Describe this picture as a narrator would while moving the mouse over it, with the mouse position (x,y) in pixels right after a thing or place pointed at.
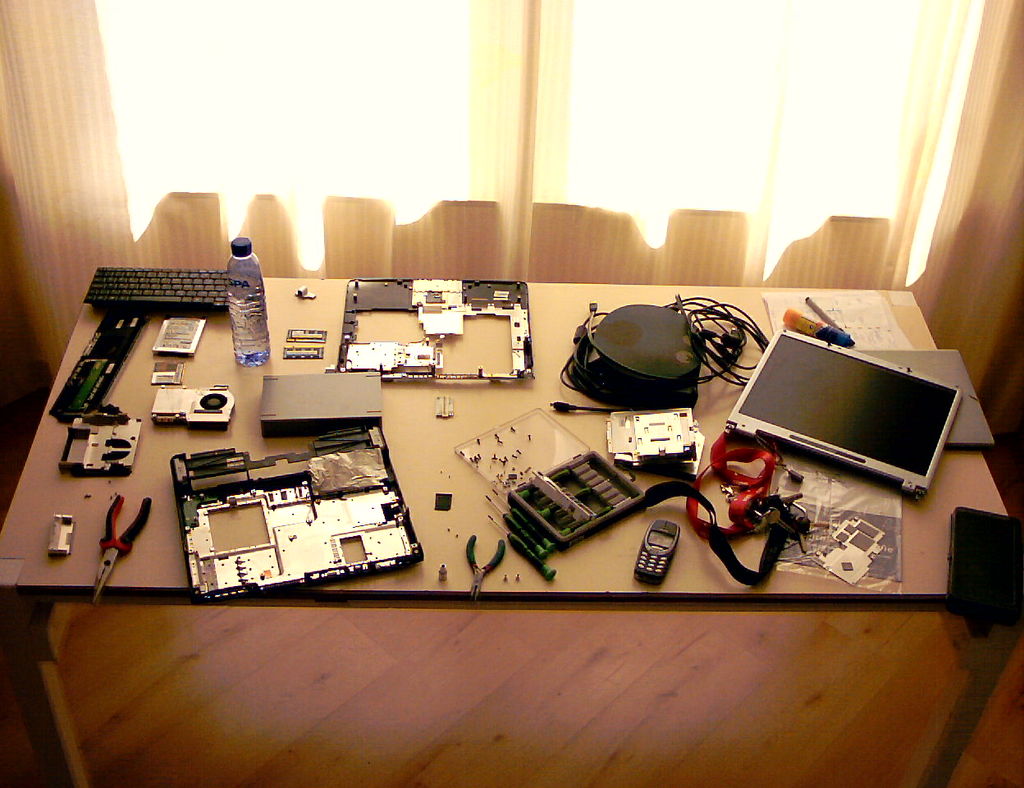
In this picture we can see table (677,517) and on table (126,387) we have keyboard (156,296), bottle (234,283), mobile (658,546), screwdriver (539,530), wires (712,342), sketch (790,327), papers (842,313), device (335,391) and aside to this we have curtains (287,121) to windows (565,143).
